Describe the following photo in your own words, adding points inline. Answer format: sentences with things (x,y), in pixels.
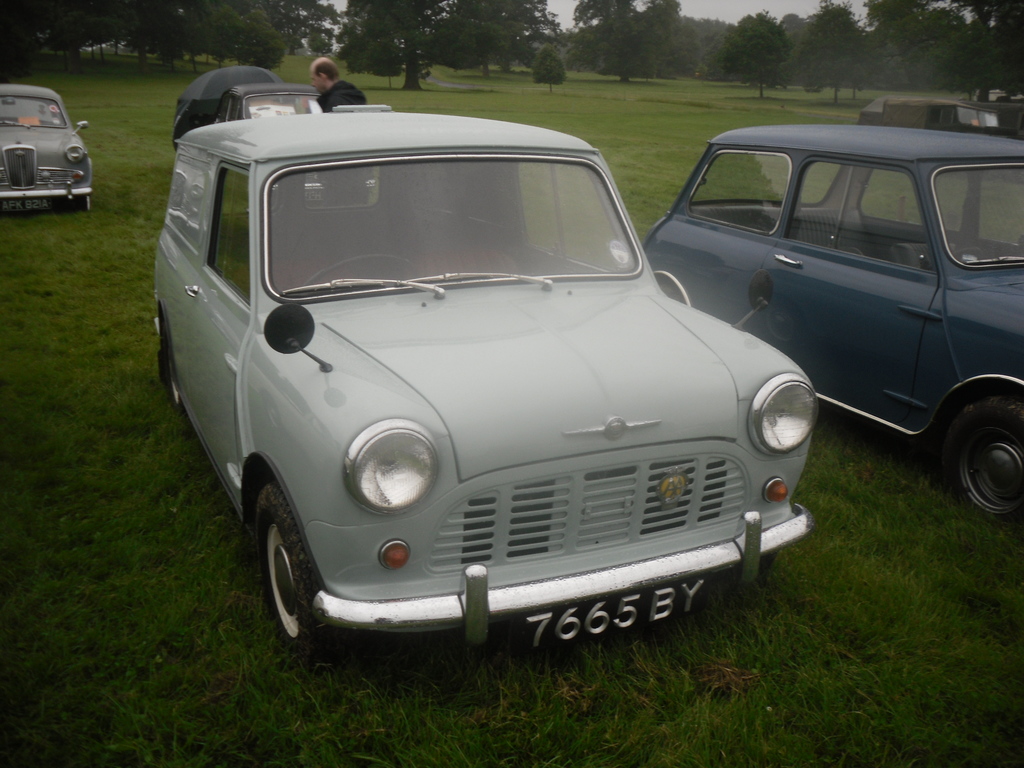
In this picture we can see cars (635,586) and a man (353,99) on the ground (573,95) and in the background (118,20) we can see trees (351,32), sky (767,9).
